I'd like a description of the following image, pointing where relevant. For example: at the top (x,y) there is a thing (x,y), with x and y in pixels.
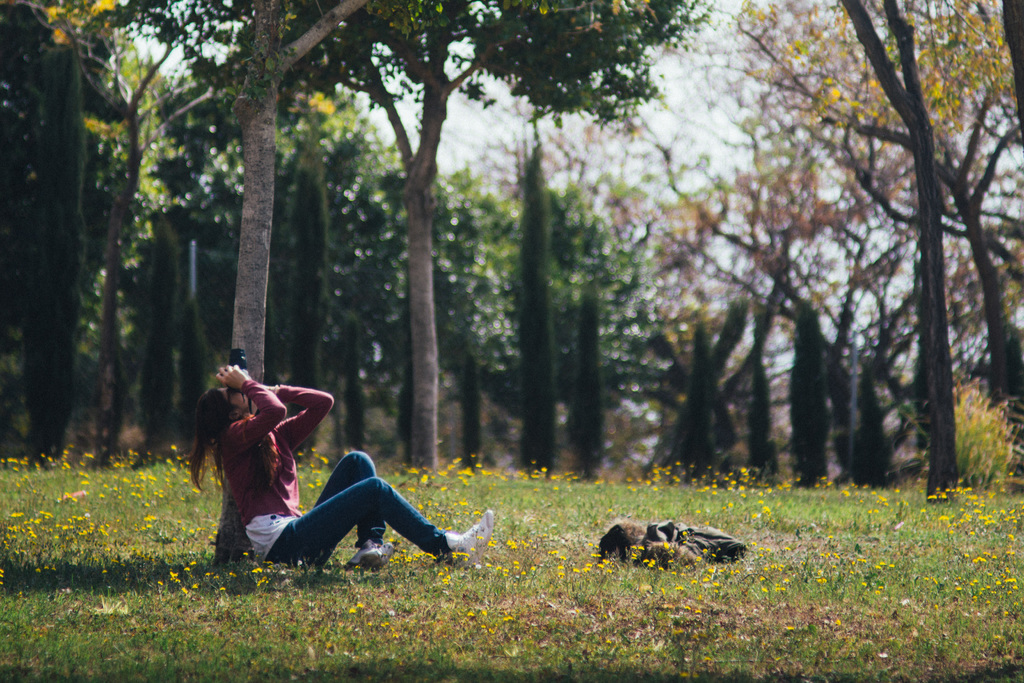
In this image we can see a lady (284,477) holding a camera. At the bottom of the image (410,642) there is grass (363,614) and plants (699,513). In the background of the image (696,261) there are trees (508,335). There is a bag (607,546).
